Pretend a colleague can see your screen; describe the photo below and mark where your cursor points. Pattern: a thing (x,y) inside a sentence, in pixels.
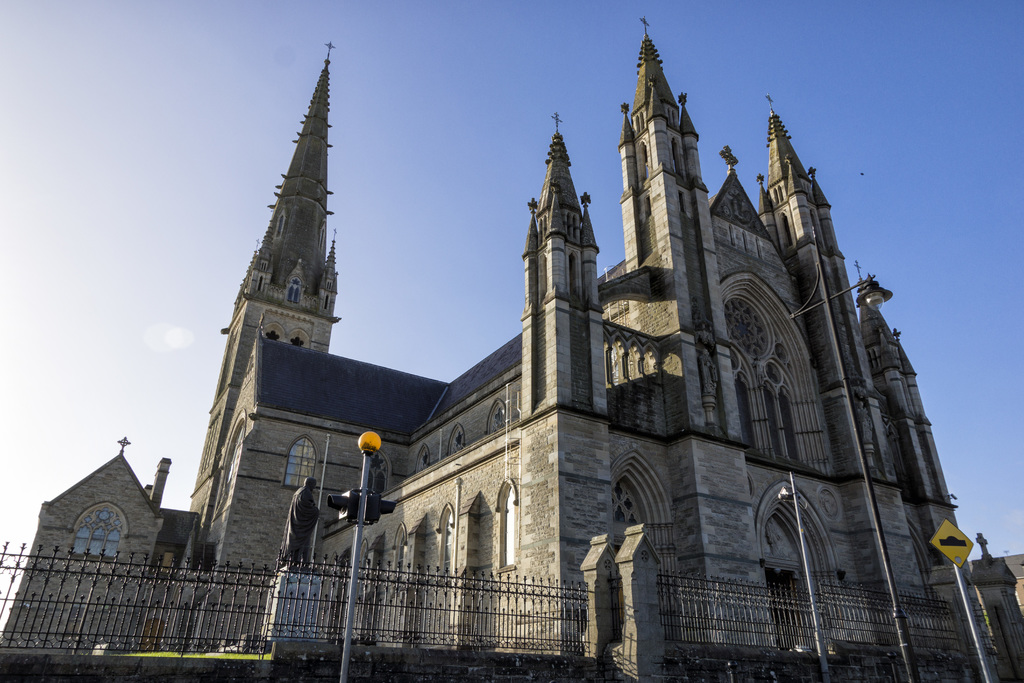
In this image there is a building (745,428). In front of the building (855,558) there is a sign board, traffic signal (347,512) and at the background (466,292) there is sky (421,269).
